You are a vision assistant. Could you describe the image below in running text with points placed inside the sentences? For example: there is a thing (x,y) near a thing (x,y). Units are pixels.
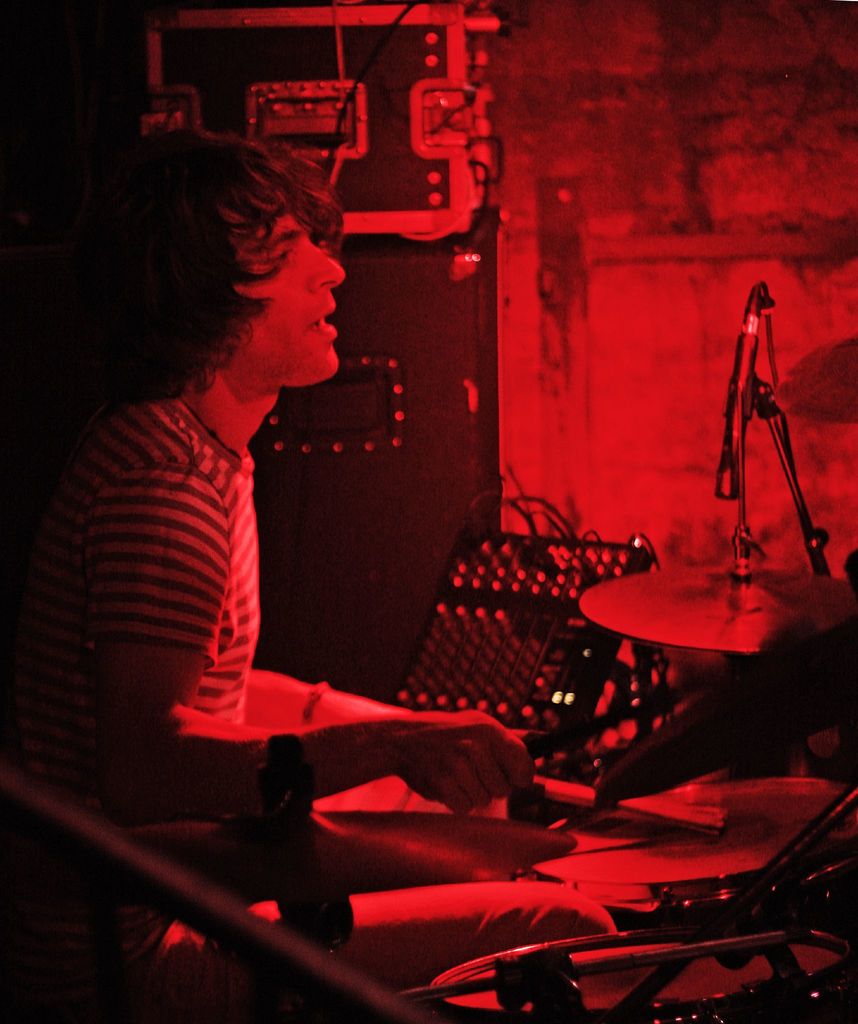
In this image a person (158,770) is sitting before a musical instrument (359,842). He is playing musical instrument (623,768) by holding sticks (547,752) in his hand (459,794). Right side there is a mike stand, beside there are few electronic devices (470,657). Behind it there is wall (744,169).
